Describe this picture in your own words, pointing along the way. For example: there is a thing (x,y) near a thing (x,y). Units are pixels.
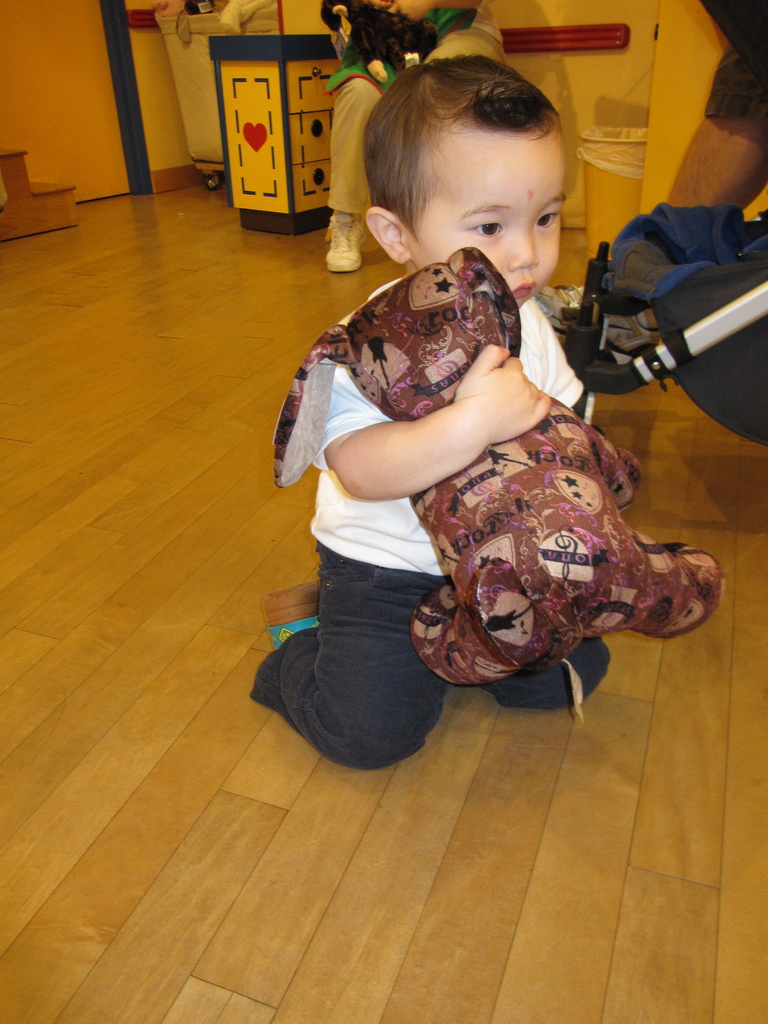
In this image, we can see a kid (515,256) is holding some toy (495,471). He is on the wooden floor (201,780). Top of the image (364,91), we can see few human legs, some objects (222,119), dustbin (602,163), wall (614,121). Left side of the image (50,191), we can see stairs (22,171). Right side of the image (697,340), we can see some object (679,371).
